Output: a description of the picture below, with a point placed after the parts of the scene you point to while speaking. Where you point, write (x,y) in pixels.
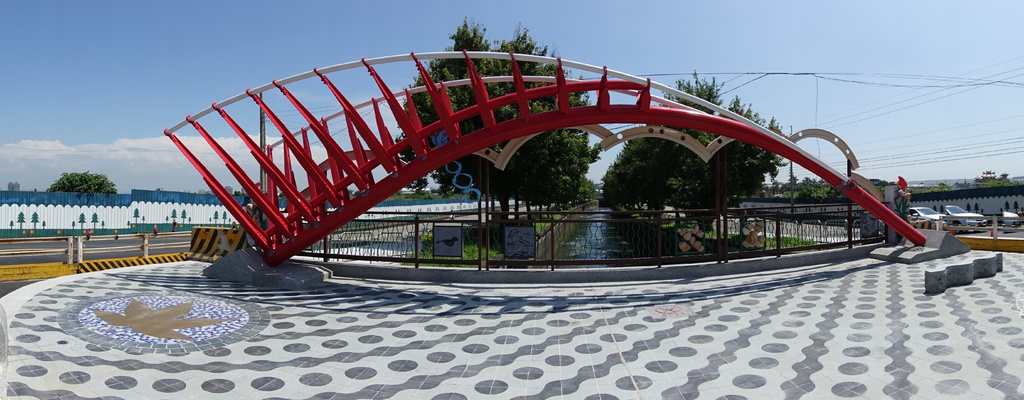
In this picture we can see an arch (288,156). There are few trees (563,166), water (604,258) and boards (523,234). We can see a few vehicles (1023,221) on the right side (1010,216). There is some fencing (26,199) from left to right. Sky (70,168) is blue in color.
